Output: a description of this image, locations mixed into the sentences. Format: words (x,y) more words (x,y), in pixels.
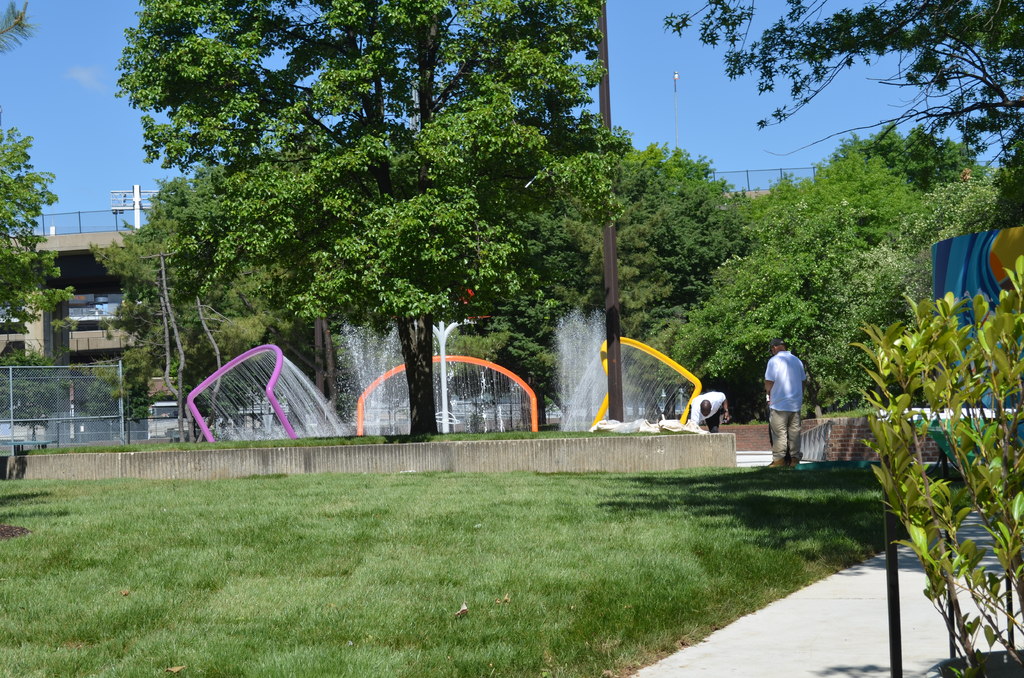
In this picture we can see grass (446,649) at the bottom (434,644), on the right side (1007,615) there is a plant (1014,584), on the left side (60,386) we can see fencing (49,401) and a building (65,267), in the background (594,211) there are some trees (661,213), we can see water fountain (575,362) and two persons (778,397) in the middle (490,407), there is the sky (712,69) at the top of the picture (690,71).
